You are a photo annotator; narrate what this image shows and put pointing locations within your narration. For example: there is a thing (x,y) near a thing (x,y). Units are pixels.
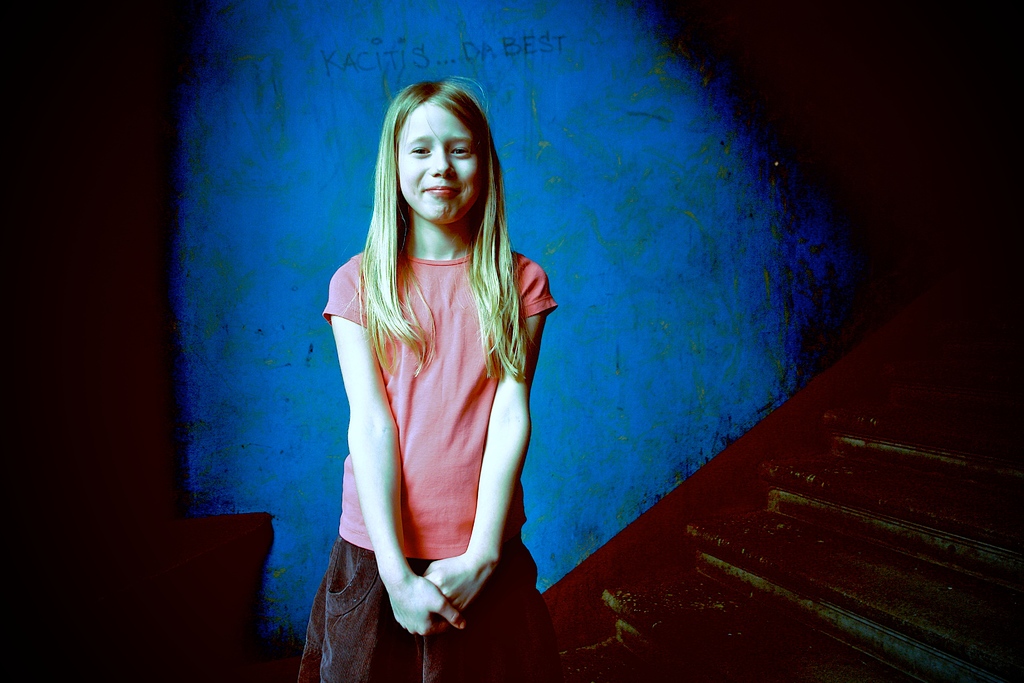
There is a girl (376,375) standing near to the steps (734,542). In the back (339,139) there is a blue wall (273,139) with something written on that.
